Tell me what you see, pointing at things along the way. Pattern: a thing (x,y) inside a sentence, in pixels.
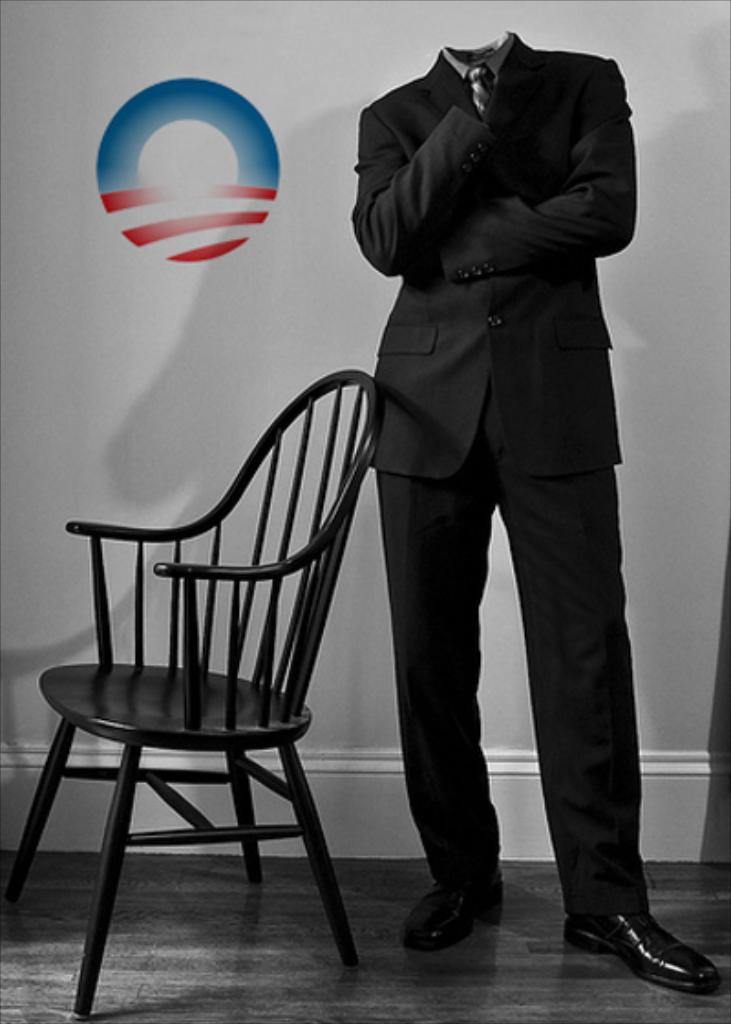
In this image we can see a mannequin (568,665) with dress (575,814) on the floor (505,933). We can also see a chair (265,780) beside it. On the backside (308,339) we can see some painting (204,247) on a wall (240,390).
